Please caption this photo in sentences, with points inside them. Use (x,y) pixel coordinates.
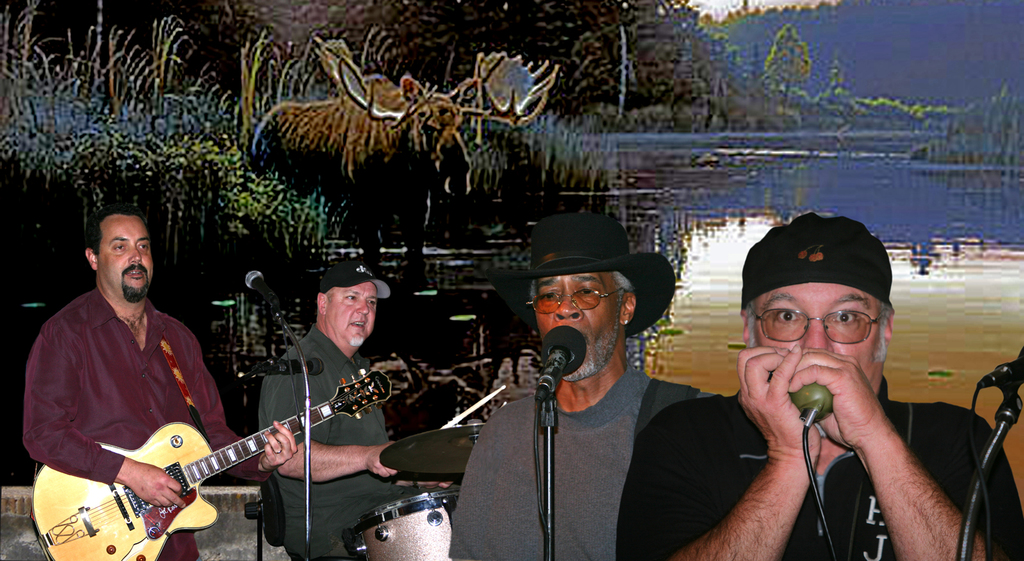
There are four people (690,386) in the image who are playing their musical instruments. In middle (615,362) there is a man (615,361) who is wearing black color hat (608,270) standing in front of a microphone (555,340) and singing. In background (696,236) we can see lake (843,186), trees (713,38), moose (393,100) and sky (729,11) is on top (715,9).
